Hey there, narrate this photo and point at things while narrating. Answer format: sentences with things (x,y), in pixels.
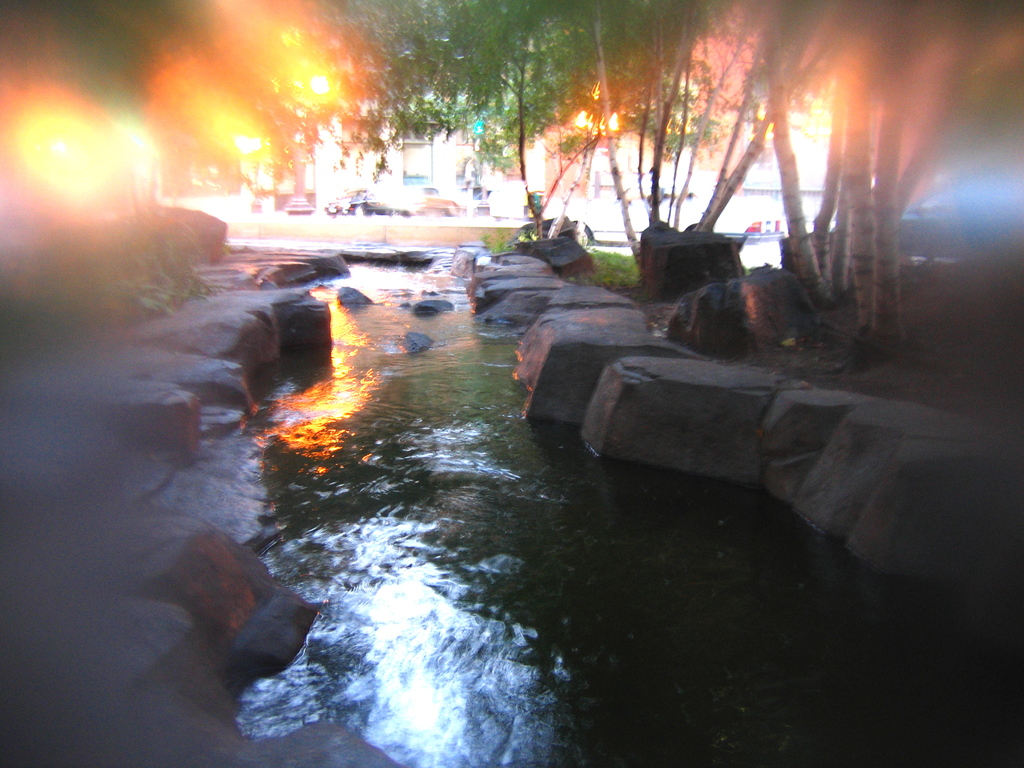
This picture is clicked outside. In the foreground (416,337) we can see the rocks (756,440), water body (373,476) and the green grass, trees (835,285) and some other items (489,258). In the background (369,164) we can see the buildings (435,166), vehicles (429,200) and the fire like thing (323,74) and some objects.
